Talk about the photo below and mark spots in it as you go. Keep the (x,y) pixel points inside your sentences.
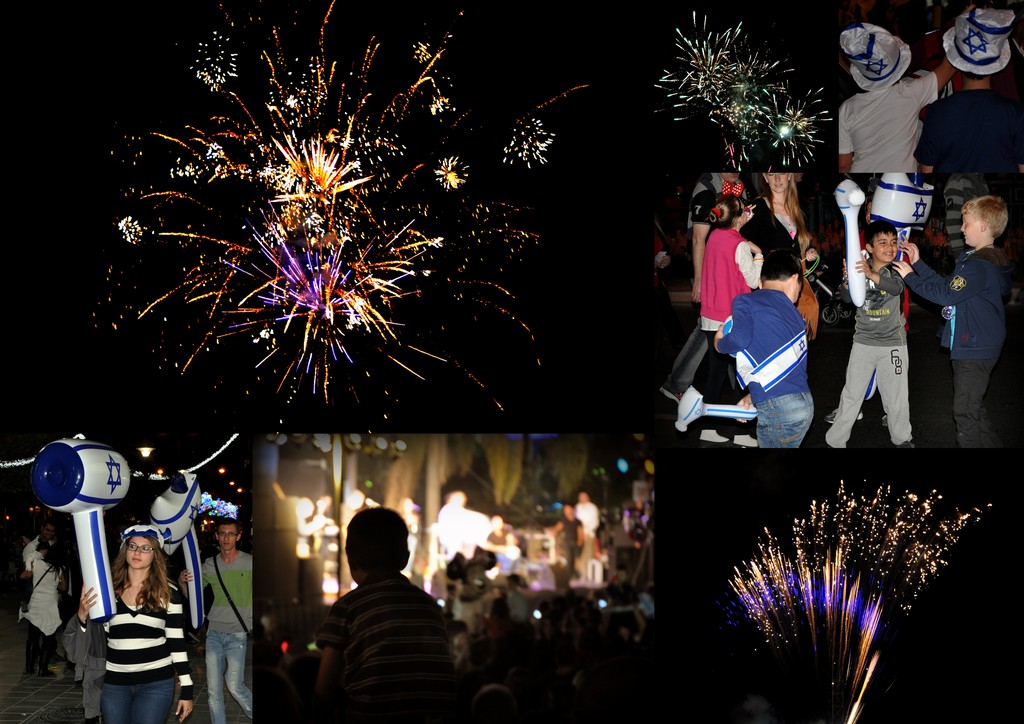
This is a collage. In this picture we can see a few fireworks (429,219) on the right (789,99) and left side of the image (316,248). There are a few people (800,429) holding objects (43,476) in their hand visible on the right (891,248) and left side of the image (74,488). We can see a few people (405,644), lights (23,459) and other objects (448,474) at the bottom of the image (511,493).
